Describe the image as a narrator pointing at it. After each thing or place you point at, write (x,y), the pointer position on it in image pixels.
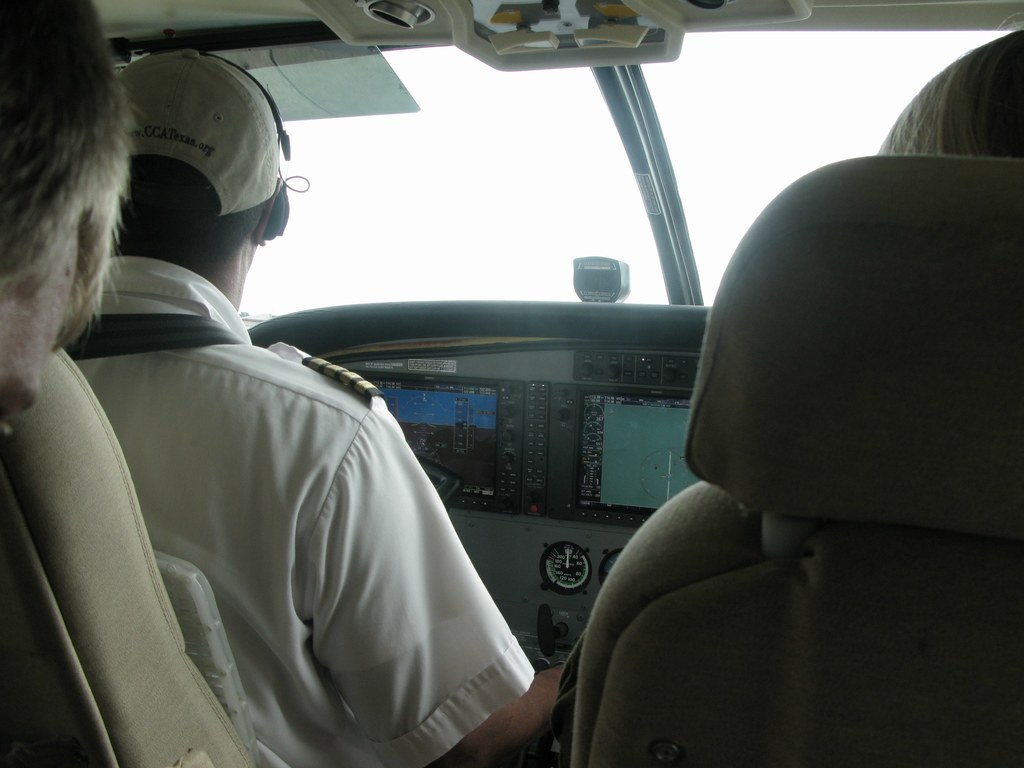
This is an inside view of a vehicle (479,536). Here I can see a person (279,466) wearing a white color shirt (255,481), cap (213,150) on the head (213,150) and sitting on a seat (81,534) facing towards the back side (361,469). In front of this person (411,679) there are few devices (520,472) and also there is a glass (622,164). On the right side (939,410) there is another seat (823,526).
